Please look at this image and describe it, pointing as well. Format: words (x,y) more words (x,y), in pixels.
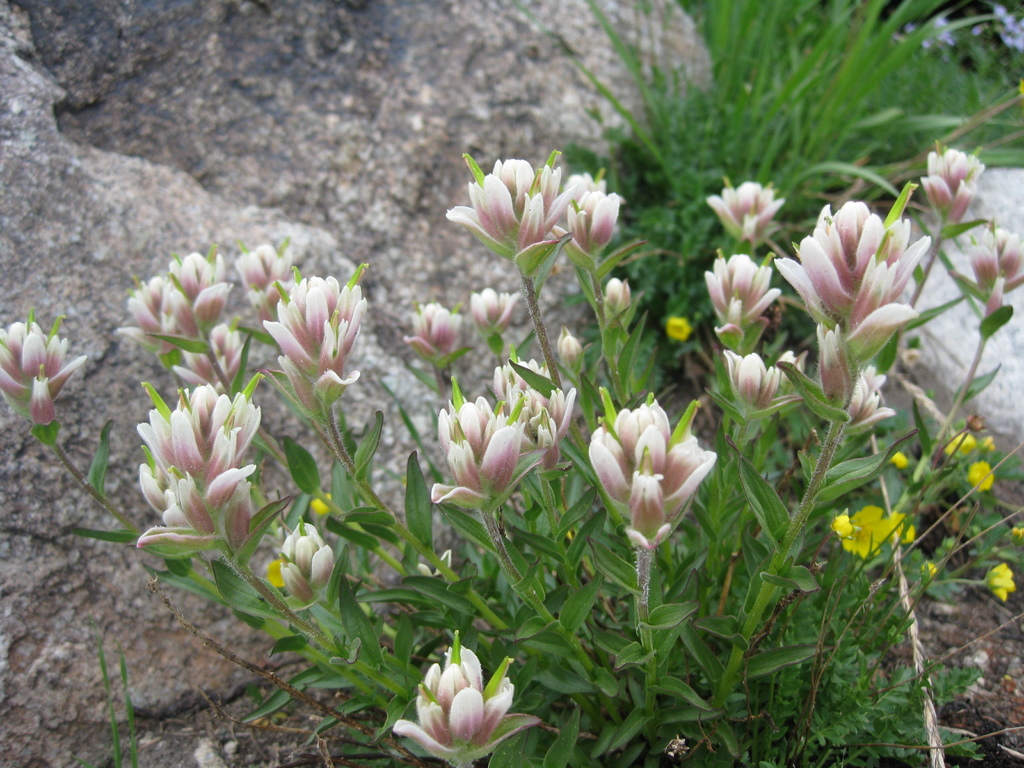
In the center of the image (469,271) we can see flowers (601,446), plants (573,517) and stones (287,179).
